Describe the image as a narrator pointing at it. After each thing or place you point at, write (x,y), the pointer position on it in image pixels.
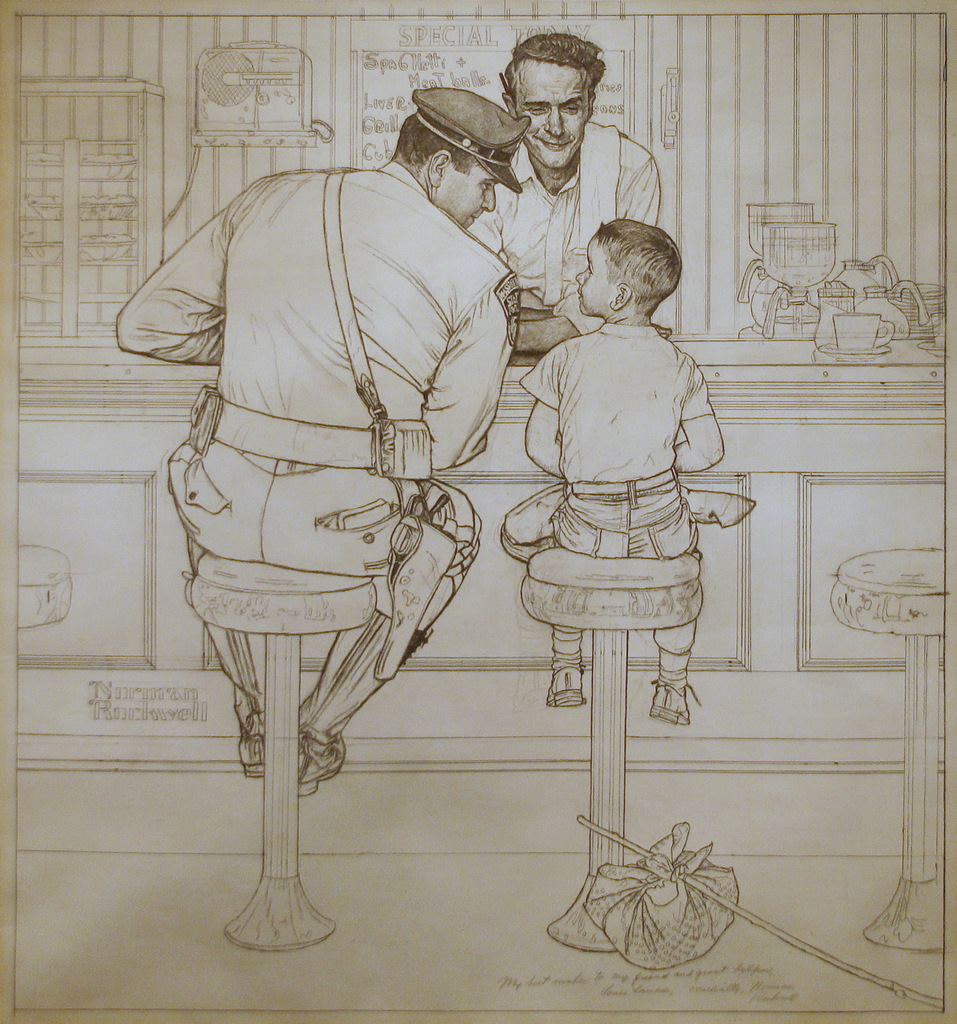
In this picture we can see drawing (669,190) of people (277,539), chairs (295,585), text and objects (928,349).
